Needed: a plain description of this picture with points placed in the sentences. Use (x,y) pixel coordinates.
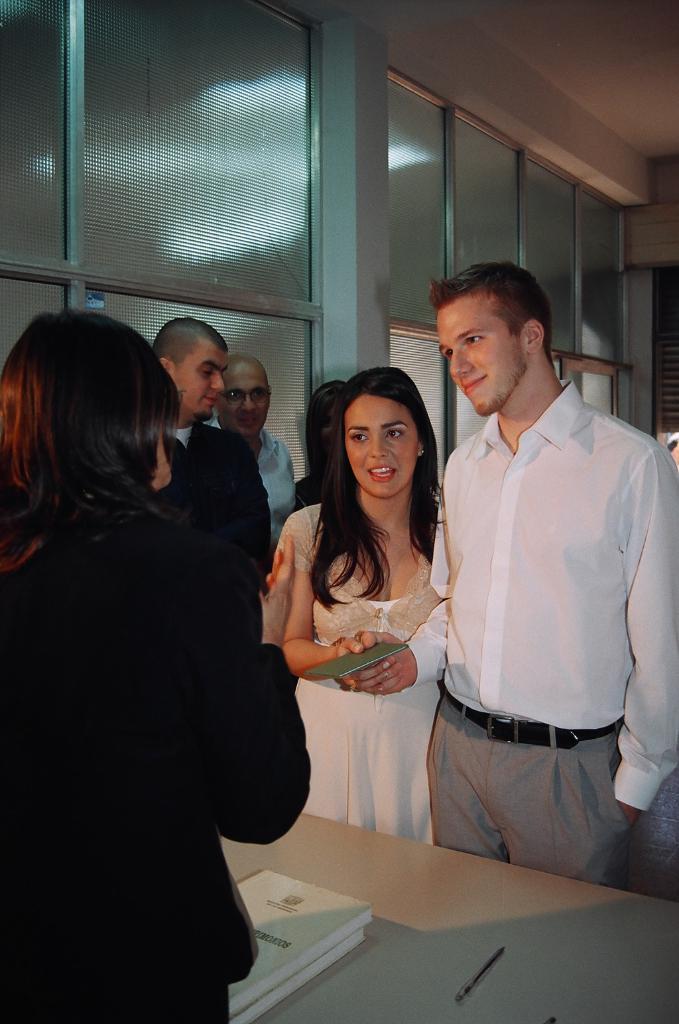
In this image I can see there are two people (417,591) standing on the right side (499,708) and there is a woman (27,995) standing at the left side (131,442) and there are few books (363,920) and a pen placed on the table (378,954). There is a glass window (281,355) in the background (298,426).
